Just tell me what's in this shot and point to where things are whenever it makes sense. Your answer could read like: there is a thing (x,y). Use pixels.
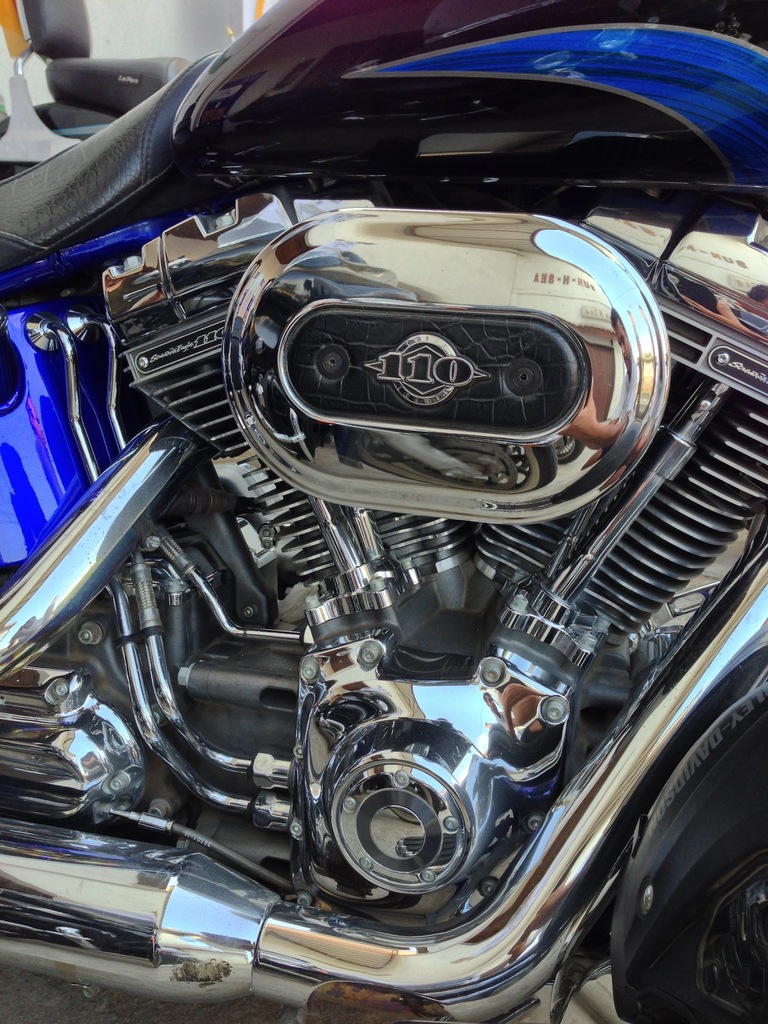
Picture of a motorbike (229,318). This is bike engine (493,365). Far there is a bike seat (124,73).
